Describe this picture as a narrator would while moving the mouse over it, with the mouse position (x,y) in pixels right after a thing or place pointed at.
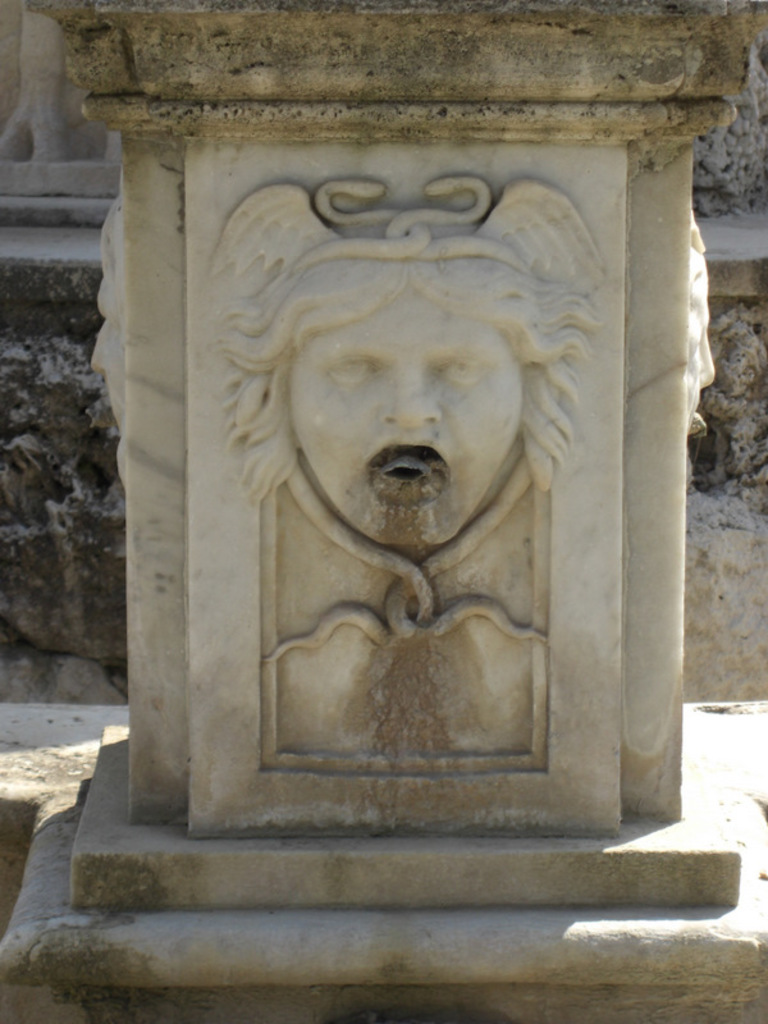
In this image I can see a pillar (218,261) in white color, on the pillar (227,354) I can see a sculpture (252,350).
